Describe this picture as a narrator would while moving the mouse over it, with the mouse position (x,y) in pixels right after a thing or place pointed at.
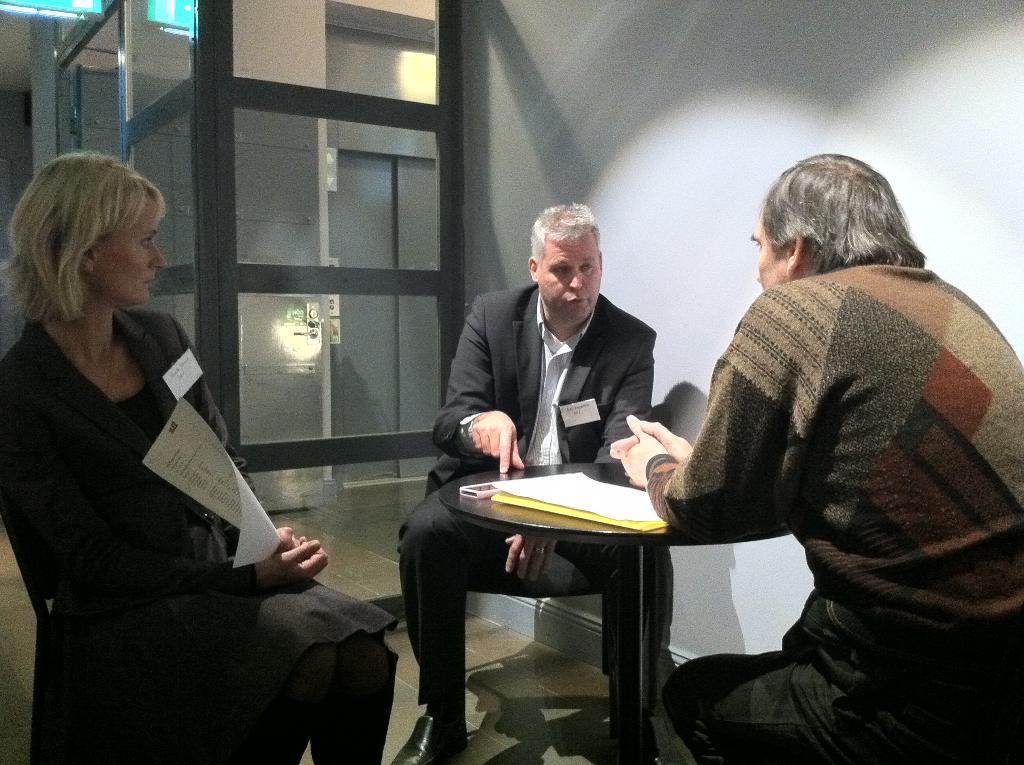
This is a picture of a man (455,542) sitting in the chair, a woman (128,195) sitting in the chair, another man (578,326) sitting in the chair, a table (469,513) in which there are some papers (643,508) and mobile phone (492,491) and at the back ground (393,8) we have a room (240,37), door (240,262), a light (21,9).
